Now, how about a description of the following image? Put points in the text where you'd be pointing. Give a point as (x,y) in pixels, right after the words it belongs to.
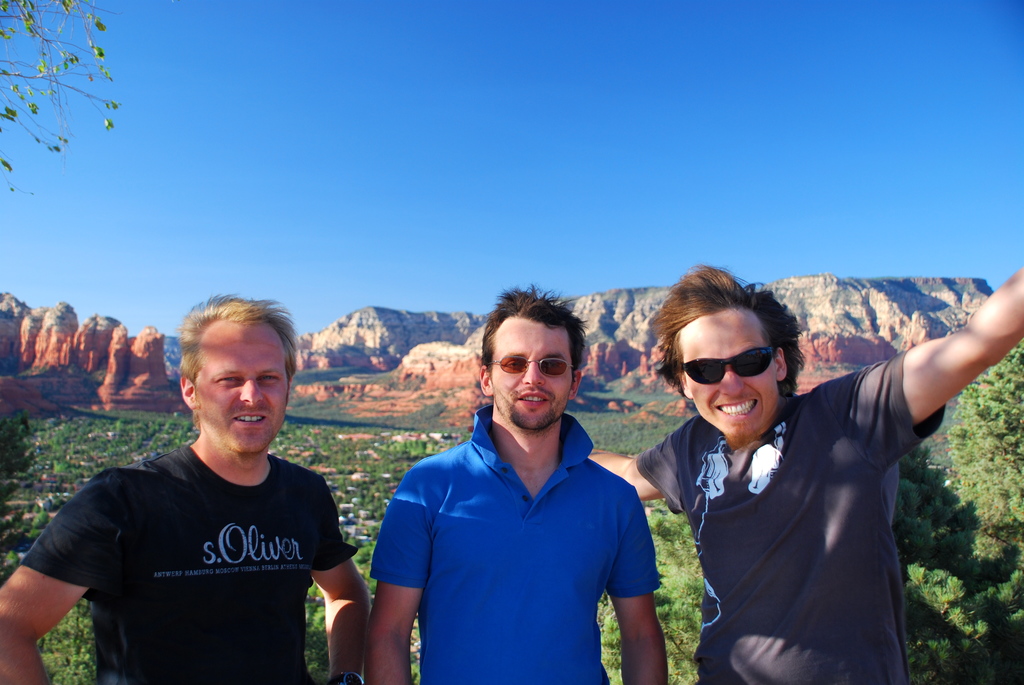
In the center of the image (567,329) there are people (237,462) standing. In the background of the image (392,314) there are mountains (332,326). At the top of the image (506,97) there is sky (522,142). There are trees (960,547).
